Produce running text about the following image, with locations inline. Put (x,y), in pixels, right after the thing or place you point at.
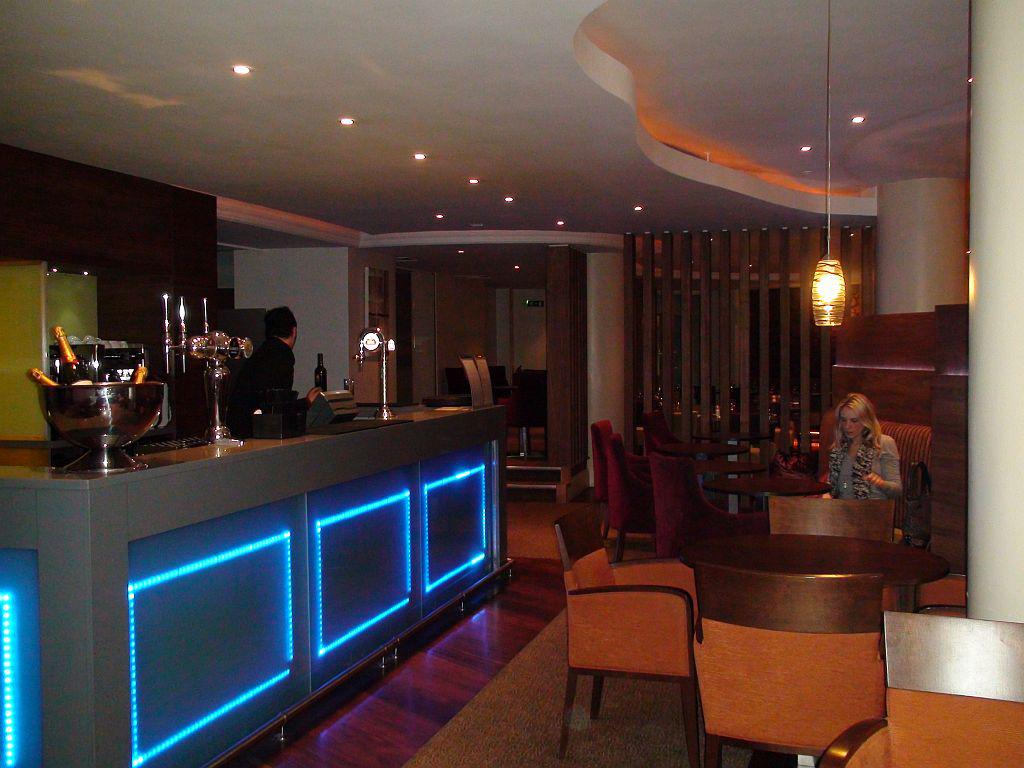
On the right of this picture (843,607) we can see the tables (783,475), chairs (646,480) and a person (850,470) sitting on the chair (902,494) and we can see the pillars (934,273), roof (883,85), lights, lamp (833,278) hanging on the roof (839,173). On the left (163,446) we can see there are some objects (134,434) placed on the top of the table (351,469) and we can see a person (281,378) and some other objects (319,363).
